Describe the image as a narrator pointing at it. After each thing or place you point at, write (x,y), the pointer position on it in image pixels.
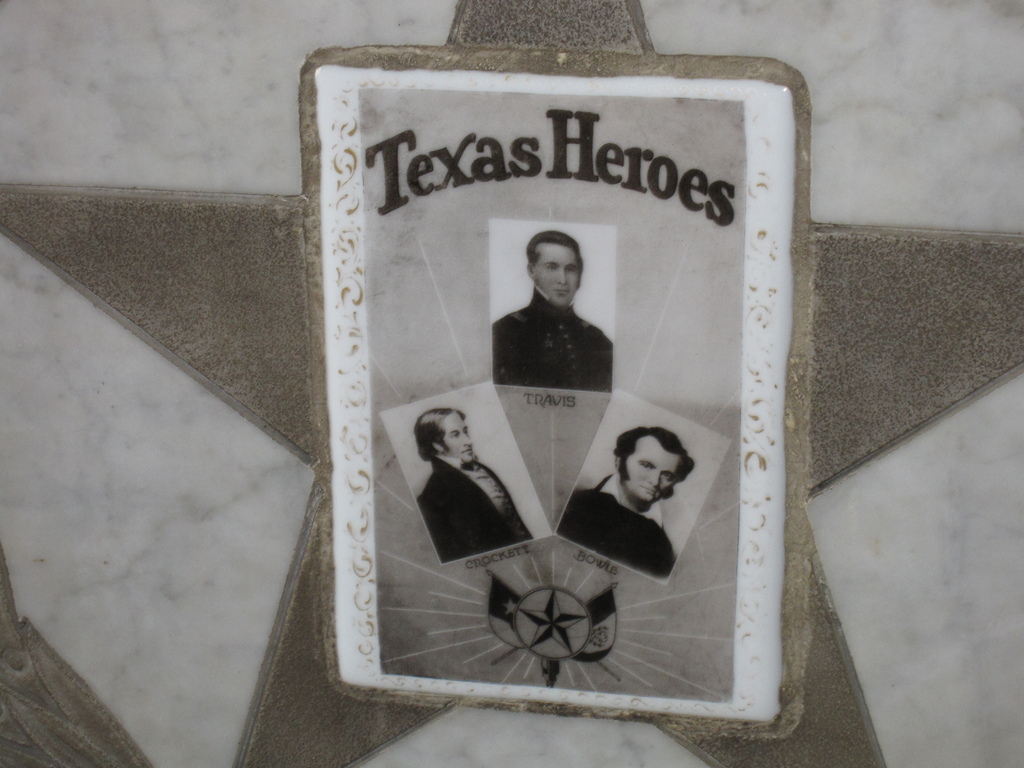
In the image on the white surface (900,50) there is a star sign (779,711). In the middle of the star sign (405,66) there are three images (437,439) of men (536,309) and there is something written on it. At the bottom of the images (560,284) there is a logo (540,622).
